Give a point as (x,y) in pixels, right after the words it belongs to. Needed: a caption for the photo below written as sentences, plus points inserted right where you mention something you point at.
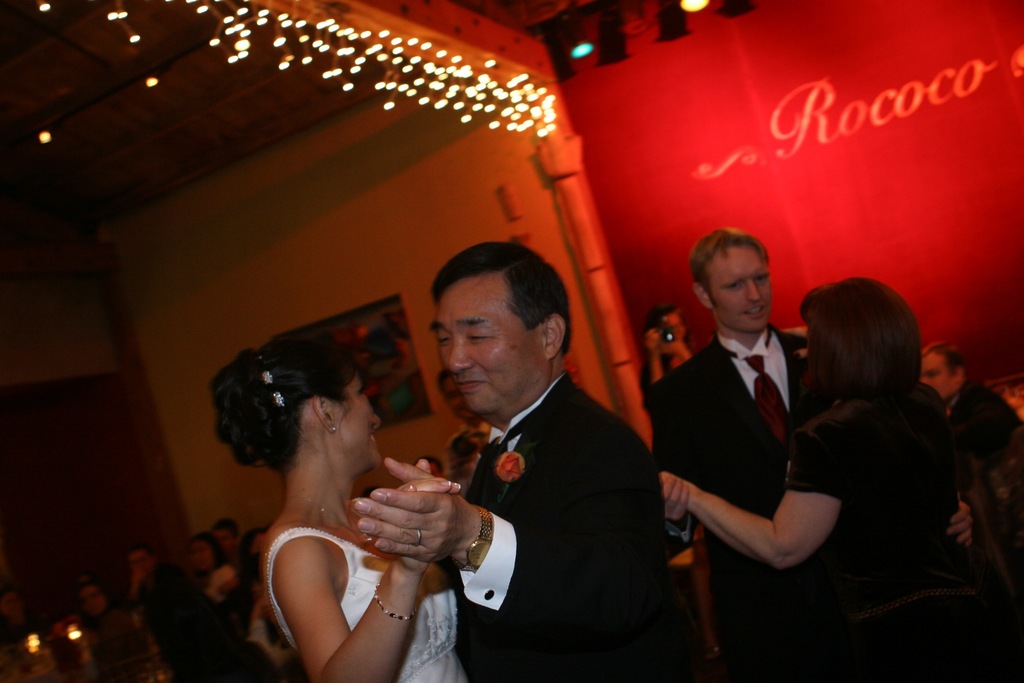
It is an event and two couples (583,485) are dancing in the event and behind them a person (656,321) is clicking the photograph and the background (840,100) there is a red wall (806,111) and to the roof (308,49) beautiful lights (395,49) are fixed.
